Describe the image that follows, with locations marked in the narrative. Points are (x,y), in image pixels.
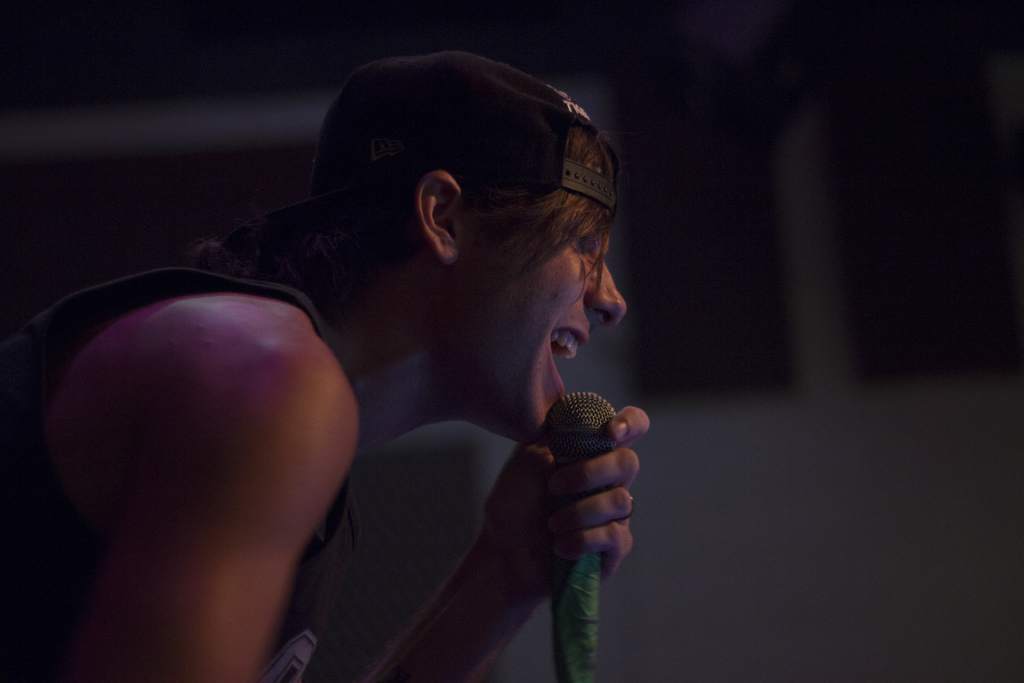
The person (402,111) wearing black hat (486,127) is singing in front of a mic (570,439).
